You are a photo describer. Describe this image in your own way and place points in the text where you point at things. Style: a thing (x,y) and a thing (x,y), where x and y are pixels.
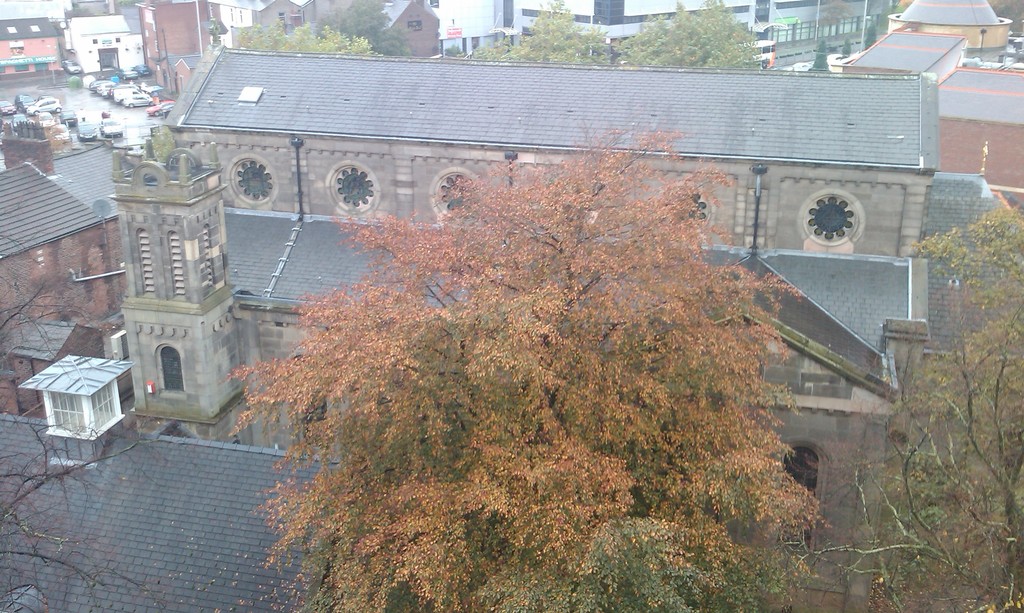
In this picture we can see buildings (277,325), trees (511,304) and vehicles (102,94) are on the road (75,92).
